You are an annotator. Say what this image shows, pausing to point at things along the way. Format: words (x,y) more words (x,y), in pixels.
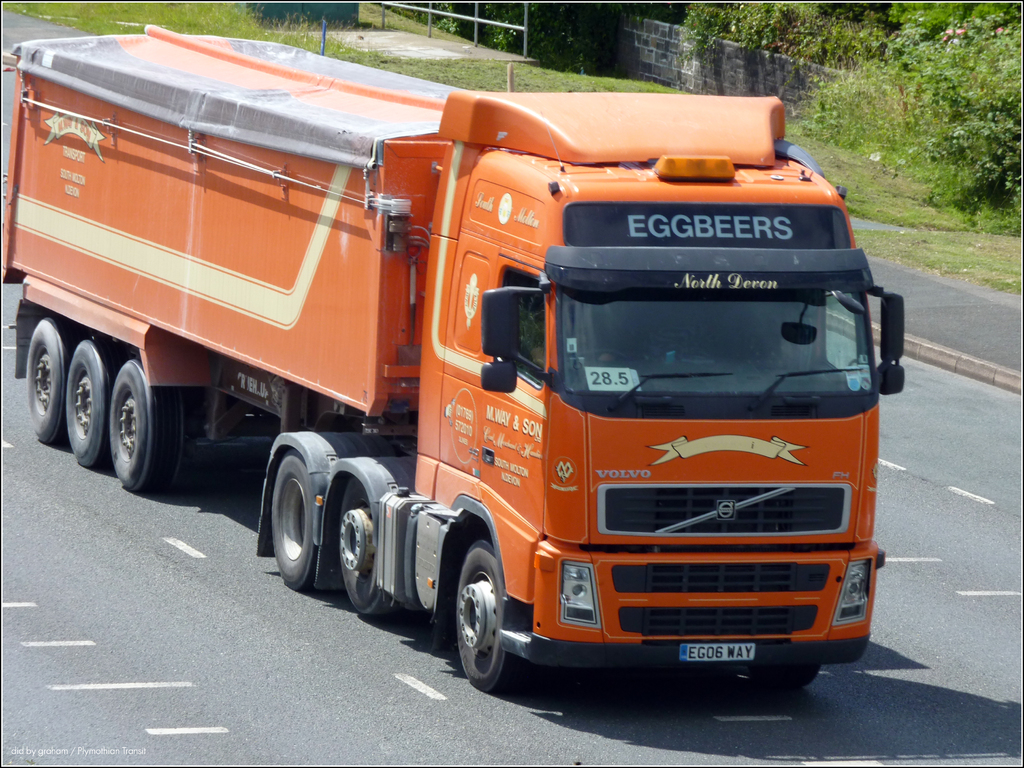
This picture is clicked outside the city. In the middle of the picture (542,372), the vehicle (504,345) in orange color is moving on the road (729,710). In the background (501,83), we see grass (880,143), wall (659,58) and trees (546,28). At the bottom of the picture (156,633), we see the road (213,687).
